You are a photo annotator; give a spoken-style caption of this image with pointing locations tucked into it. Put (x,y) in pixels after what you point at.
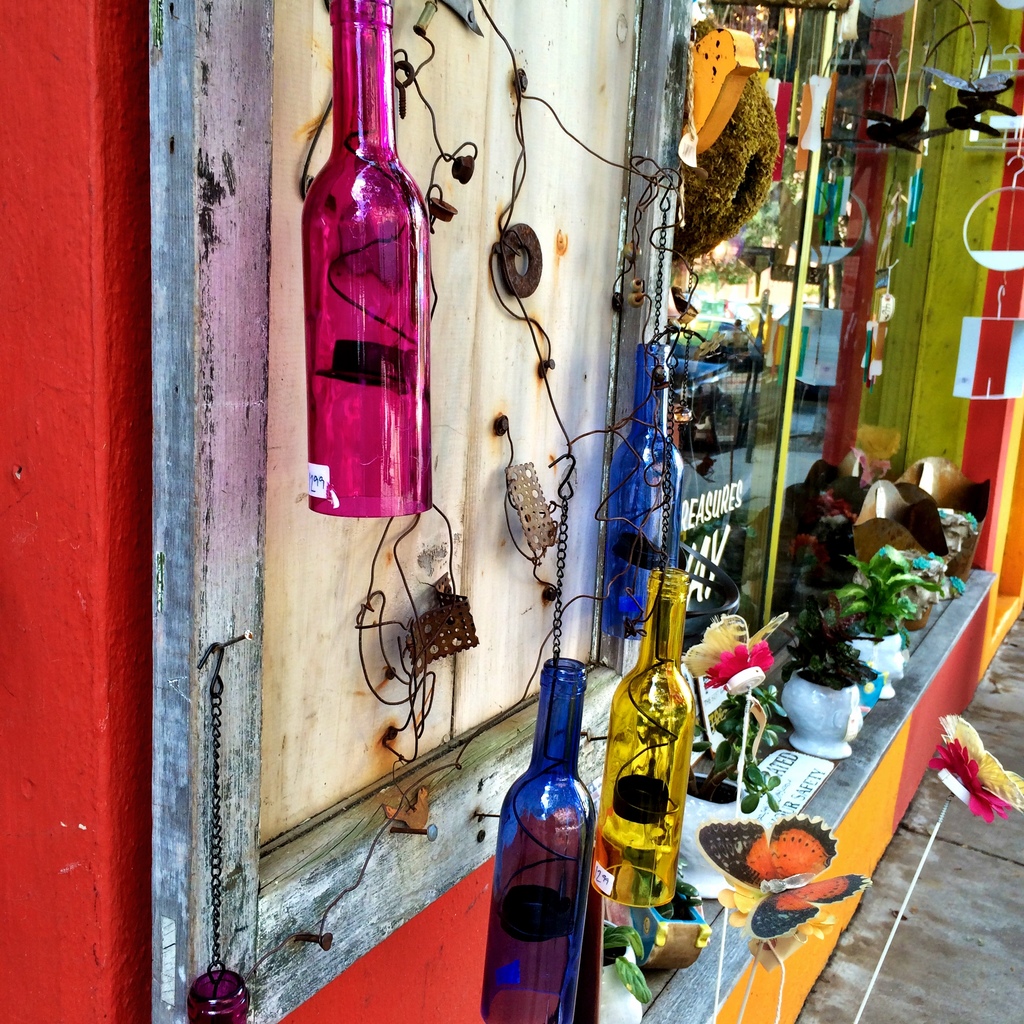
This picture there is a glass bottle (595,888) which has some object (517,902) placed inside is also cable (560,761) and some cables (403,791) attached to the wall (508,512) here, there is a artificial butterfly (788,822) sitting on a flower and pots (816,711) on a ledge (871,728) with some plants (859,639) also
